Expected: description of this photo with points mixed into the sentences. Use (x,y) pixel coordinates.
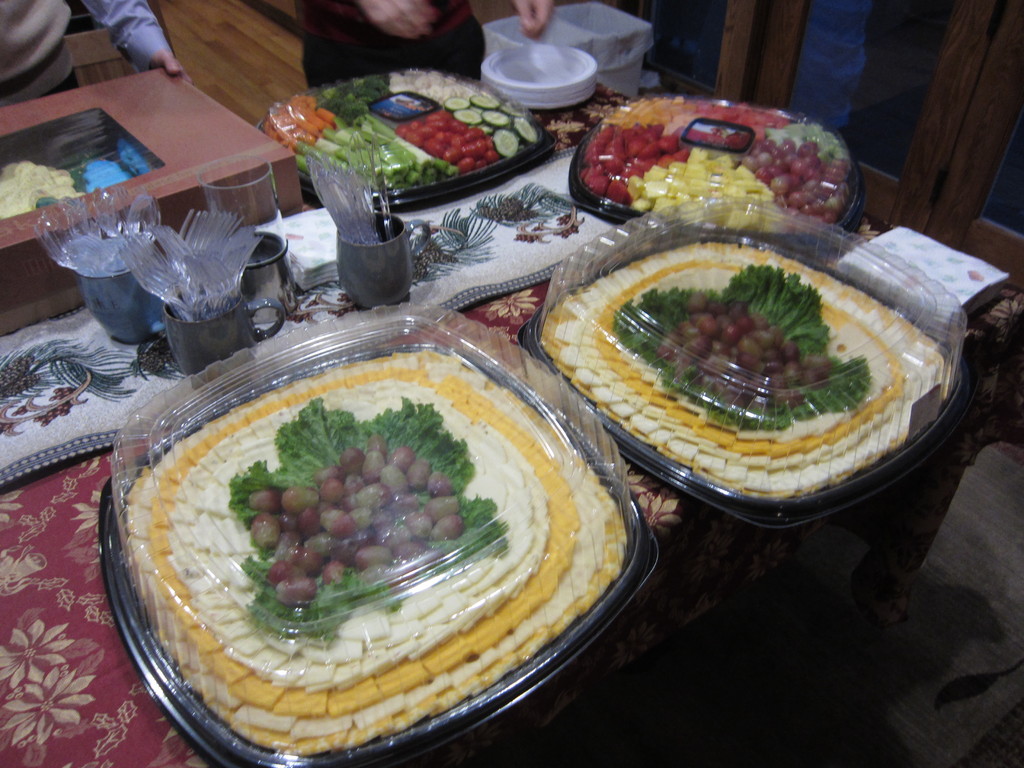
In this image there are food items (408,494) with the lids (487,559) on the plates (770,498), forks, spoons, knives (338,186) on the table (315,294), and in the background (513,61) there are two persons (13,7), plates (531,90).
